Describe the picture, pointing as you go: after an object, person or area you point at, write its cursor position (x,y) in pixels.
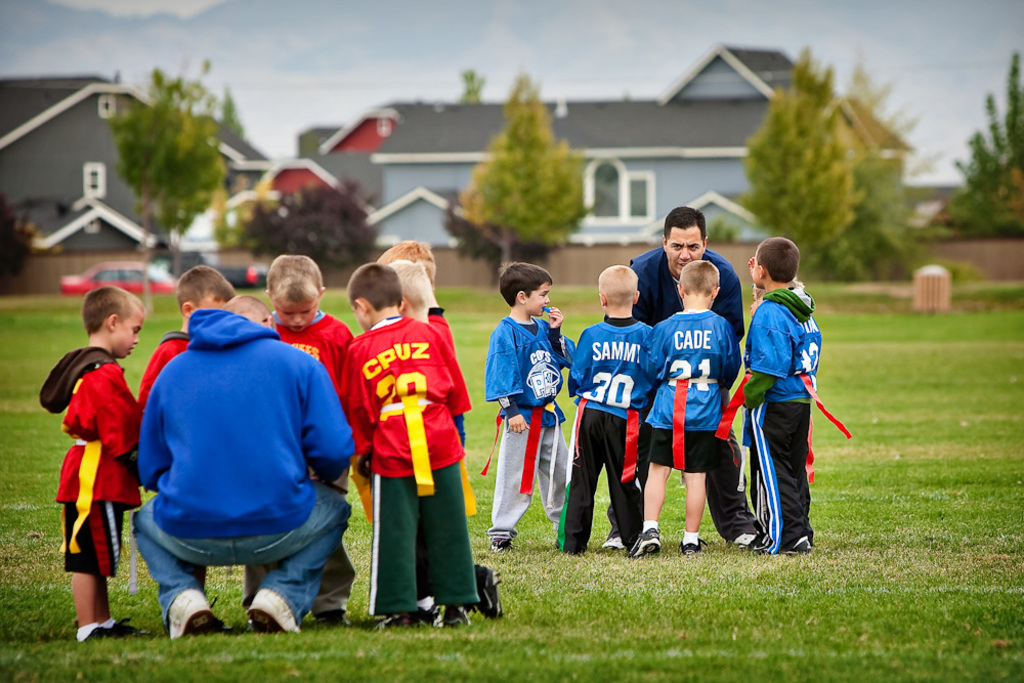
In this image I can see some grass (858,591) on the ground (828,561), few persons (412,346) wearing red colored dresses (412,371) and few persons (551,395) wearing blue colored dresses (605,373) are standing. In the background (486,197) I can see few vehicles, few trees (516,193) which are green in color, few buildings (469,177) and the sky (294,70).
